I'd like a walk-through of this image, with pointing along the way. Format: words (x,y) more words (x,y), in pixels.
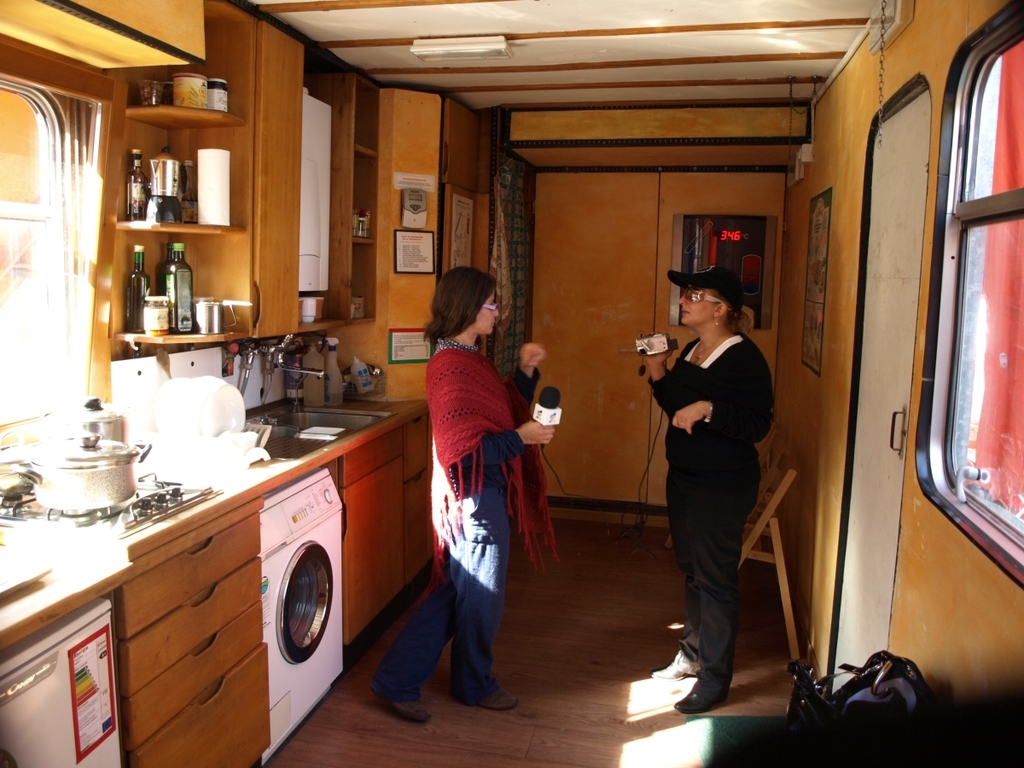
In the image we can see there are women (525,476) standing in the kitchen (512,555). One woman (510,516) is holding mic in her hand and another woman (677,463) is holding video camera (668,340) in her hand (656,358). There are bags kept on the floor (759,711) and there is a washing machine (328,668). There is a gas stove (121,522) and utensils (113,502) are kept on the gas stove (136,522). There are plates (225,414) kept on the stand (237,442) and behind there is a hand wash sink (294,450). There are bottles (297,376) kept on the racks (160,337).
